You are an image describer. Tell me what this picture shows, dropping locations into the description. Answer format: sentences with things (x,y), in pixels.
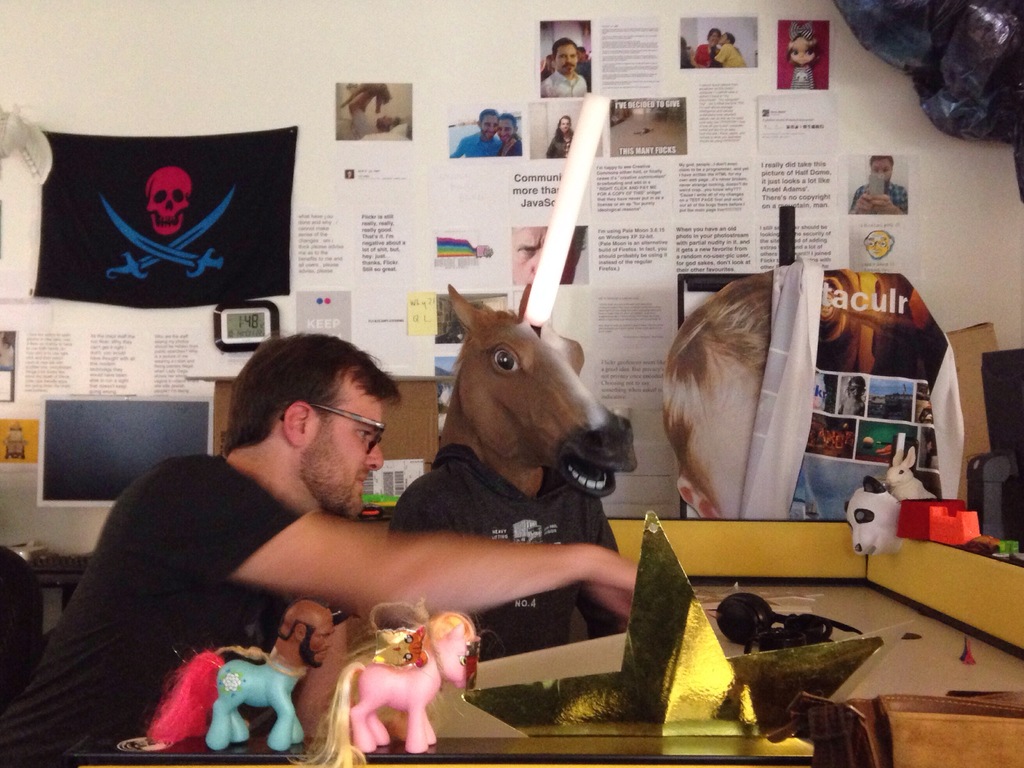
In this image we can see a person (225,528) sitting on the chair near the table (826,594). On the table (836,611) there are dolls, paper (625,644) and few objects (736,625). And we can see the other person (537,430) in a costume (580,145). In the background (284,239), we can see the wall (378,241) with posters (512,227), board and cloth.
